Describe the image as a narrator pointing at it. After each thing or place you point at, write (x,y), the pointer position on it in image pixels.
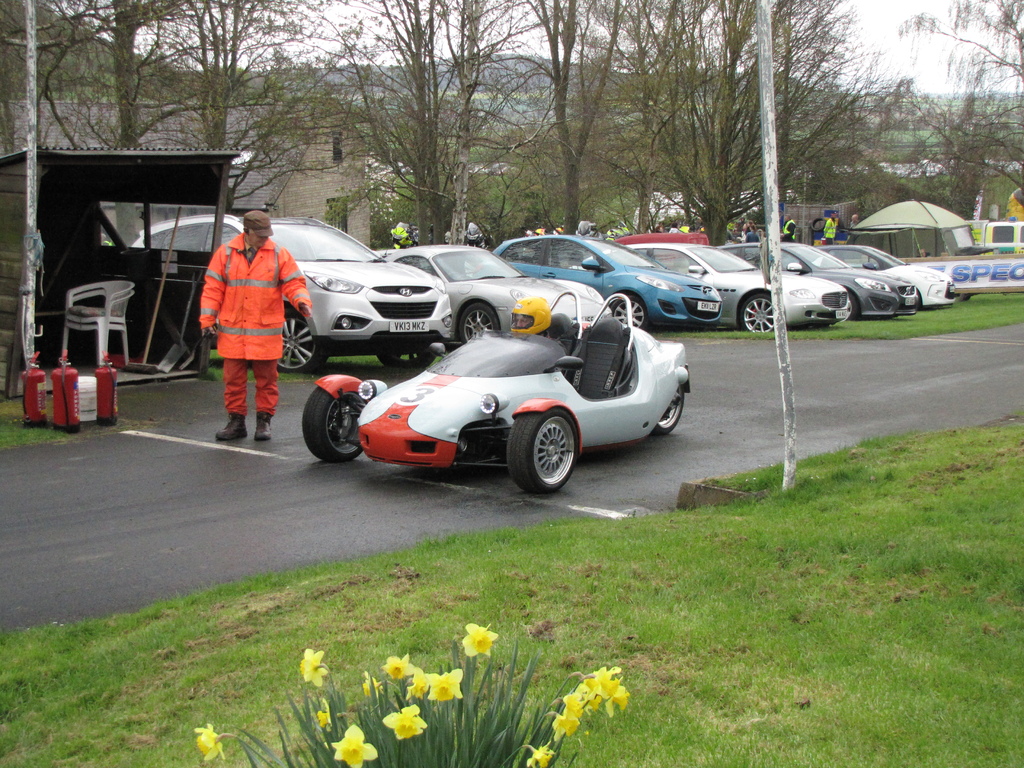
In this image, we can see a person (515,330) is sitting inside the vehicle (529,433) on the road (38,527). Here a person (268,378) is standing. At the bottom of the image (688,700), we can see the grass (823,702) and flower plants (565,702). Background (43,306) we can see people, vehicles (435,321), chairs (79,316), sheds (57,313), trees (525,211), wall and sky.
